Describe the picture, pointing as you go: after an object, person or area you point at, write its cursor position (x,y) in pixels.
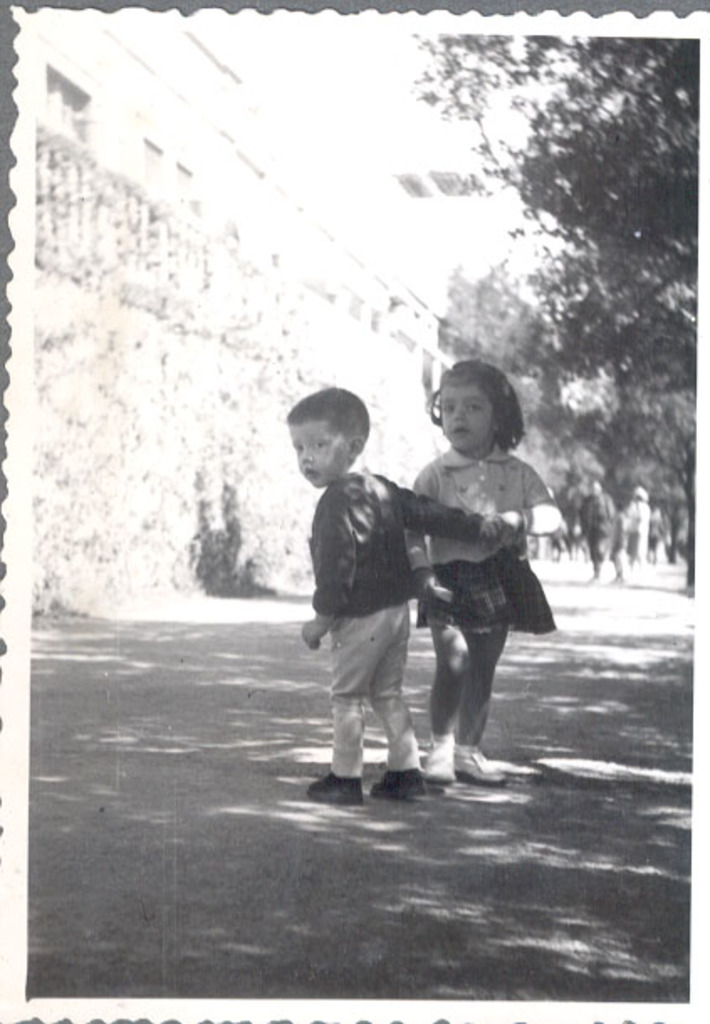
This is a black and white photo. In the center of the image (356,679) we can see two kids (443,523) are standing. In the background of the image (653,94) we can see the wall (196,235), trees (675,275), building (201,138), windows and some people (589,522). At the bottom of the image (324,705) we can see the road (42,695). At the top of the image (379,66) we can see the sky (392,37).
